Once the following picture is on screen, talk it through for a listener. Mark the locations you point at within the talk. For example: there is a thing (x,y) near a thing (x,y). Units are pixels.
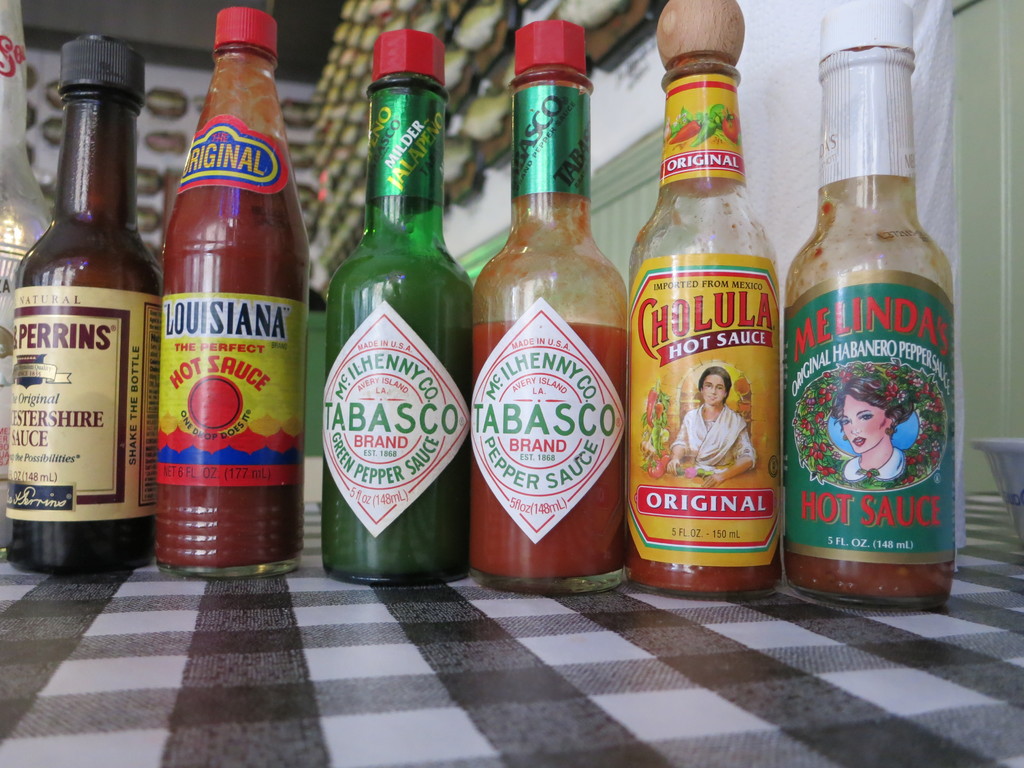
In this image there are six bottles (603,454) and these bottles (297,464) are filled with sauce (501,389). On the right side of the top corner there is one wall (979,158) and on the bottom of the right corner (1000,455) there is one bowl (1000,468), on the background of the image (469,33) there are some wall art (463,48).
